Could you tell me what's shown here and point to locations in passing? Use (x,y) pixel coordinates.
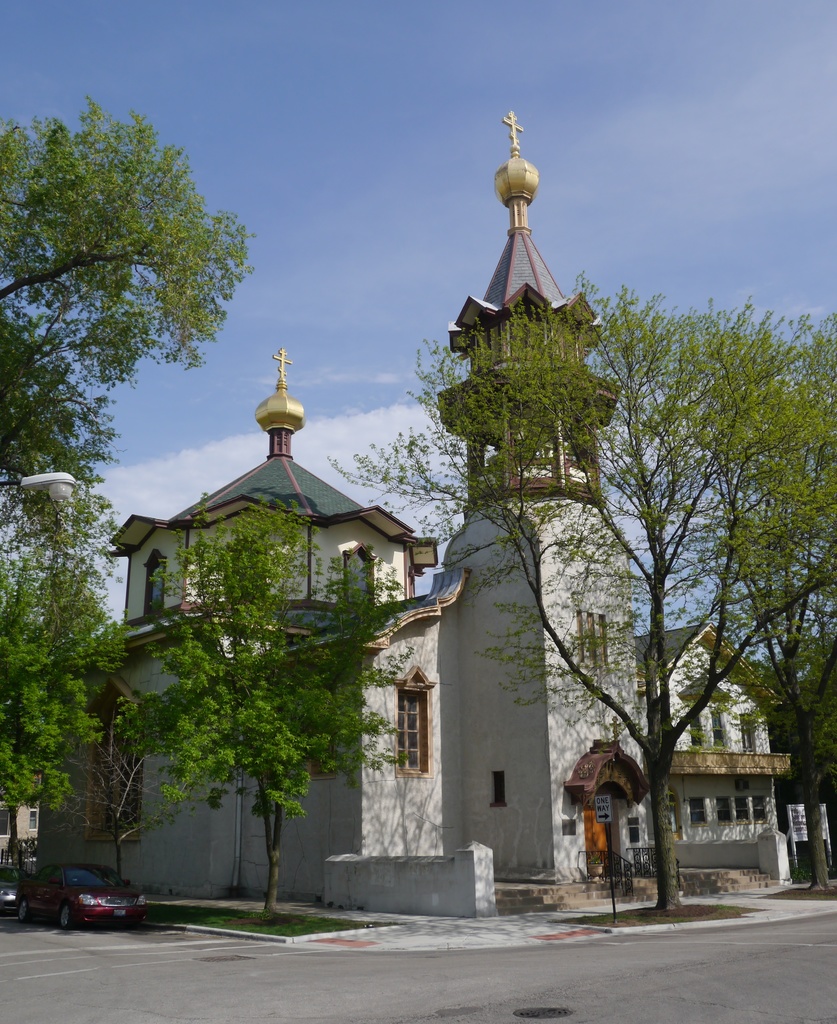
In the background (639,13) we can see the sky (639,13). In this picture we can see buildings (497,662), windows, boards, poles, railings (632,875), trees (156,826), grass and the road (160,959). On the left side of the picture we can see cars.
